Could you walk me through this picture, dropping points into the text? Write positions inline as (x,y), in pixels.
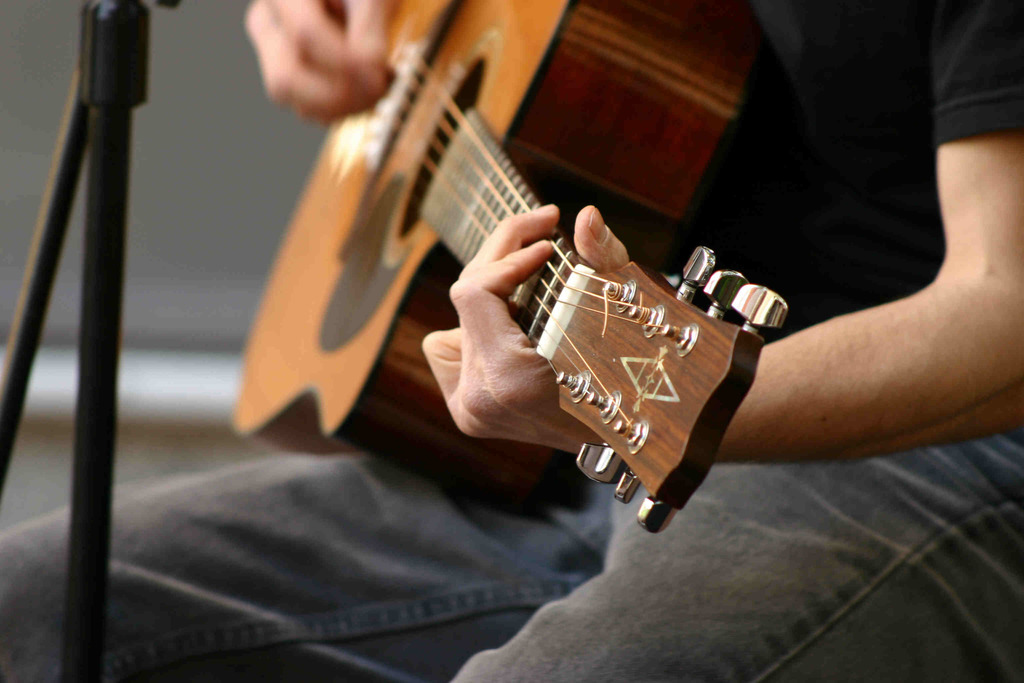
In this picture we can see man (888,118) sitting holding guitar (416,58) in his hand (345,91) and in front of him we can see stand (94,256).
